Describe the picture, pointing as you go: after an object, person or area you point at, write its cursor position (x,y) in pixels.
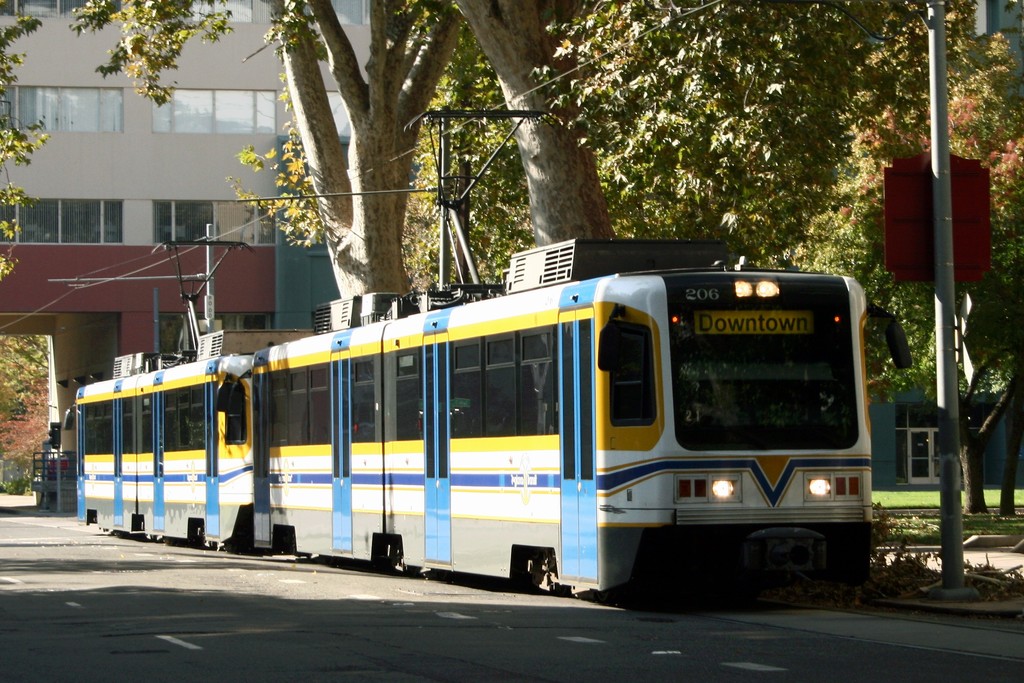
In this picture we can see vehicle (763,485) on the road (405,601) and we can see trees (1009,297), board (973,228), poles (939,289) and wires (50,301). In the background of the image (216,296) building (174,162), grass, traffic signal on pole (944,440) and windows (899,474).
